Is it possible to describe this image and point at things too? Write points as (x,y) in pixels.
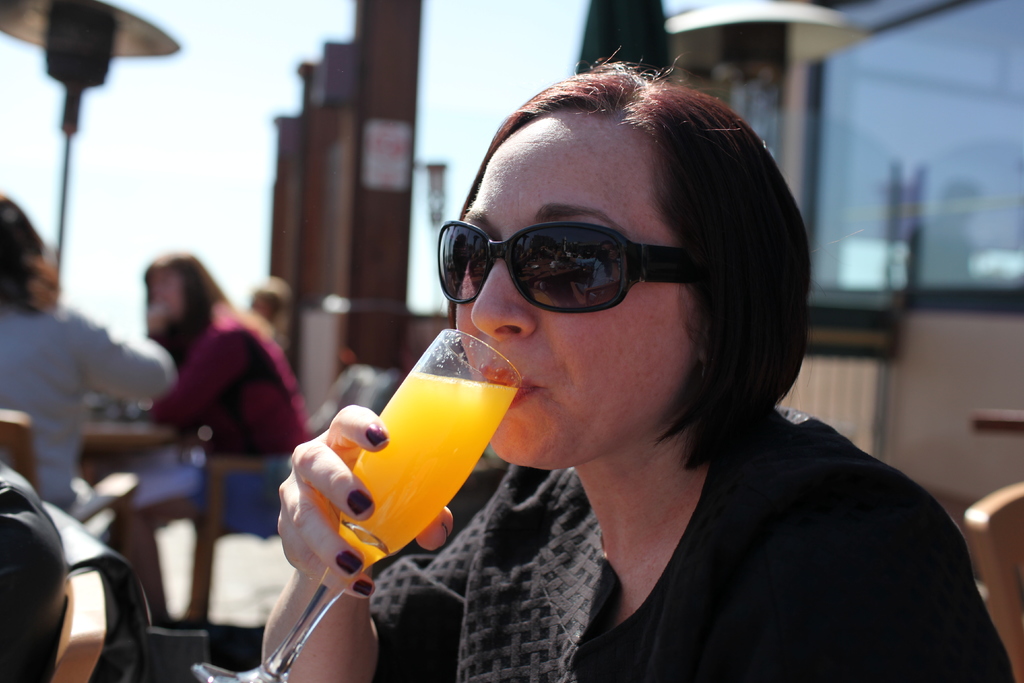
In the picture I can see a woman (782,251) and she is drinking a glass of juice (423,357). She is wearing the black color clothes (786,483) and I can see the goggles (650,269) on her eyes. I can see two persons (240,380) sitting on the chairs (244,461) and they are on the left side (150,298). It is looking like a glass window (911,149) on the top right side (928,151). It is looking like a bag (49,581) on the bottom left side of the picture (46,602).
